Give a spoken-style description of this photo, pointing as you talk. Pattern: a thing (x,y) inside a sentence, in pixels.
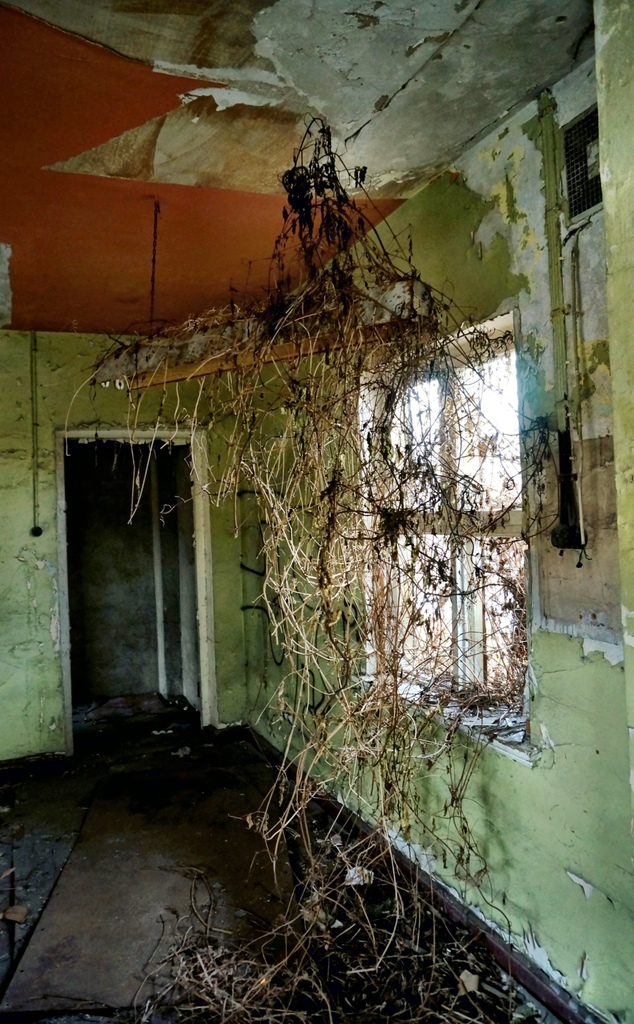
In the image we can see a window (438,527), floor (132,881), wall (574,805), door (82,562) and dry stems (321,579).
